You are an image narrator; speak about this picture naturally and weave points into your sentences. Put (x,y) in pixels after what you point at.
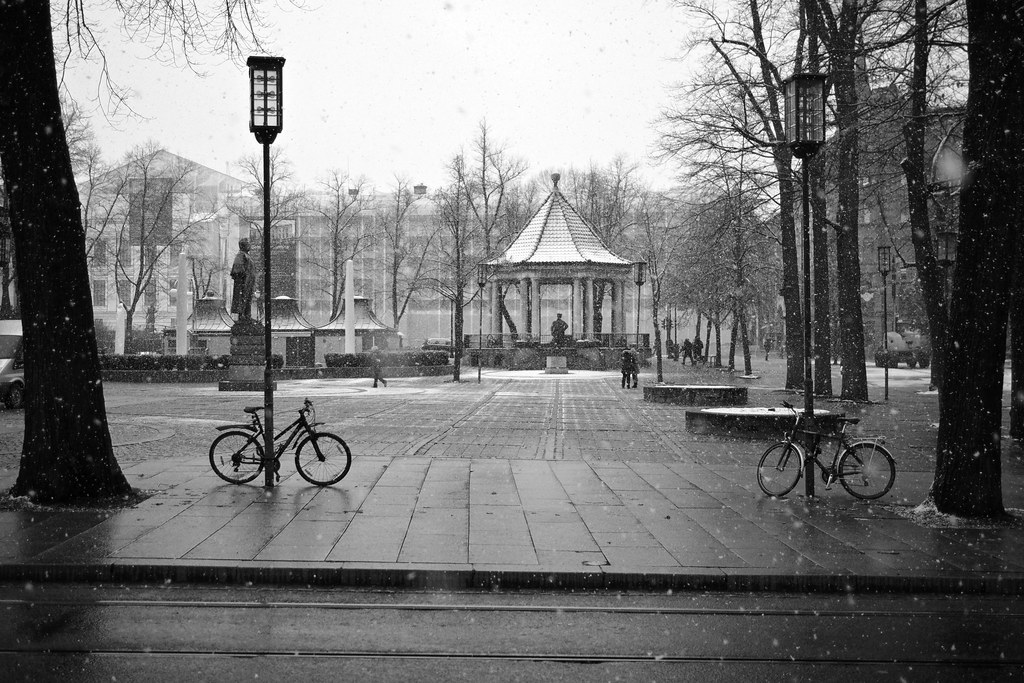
This looks like a black and white image. There are two bicycles (315,469), which are parked. I think these are the light poles (789,130). I can see the trees (282,221). There are few people (636,366) standing. I think this is a sculpture (245,310), which is on the pillar (255,334). This looks like a shelter (545,282). In the background (240,201), I can see a building (195,202). This is the sky (435,88). This looks like a pathway (763,532). On the right side of the image (905,366), I can see a vehicle (910,358) on the road (890,368).
